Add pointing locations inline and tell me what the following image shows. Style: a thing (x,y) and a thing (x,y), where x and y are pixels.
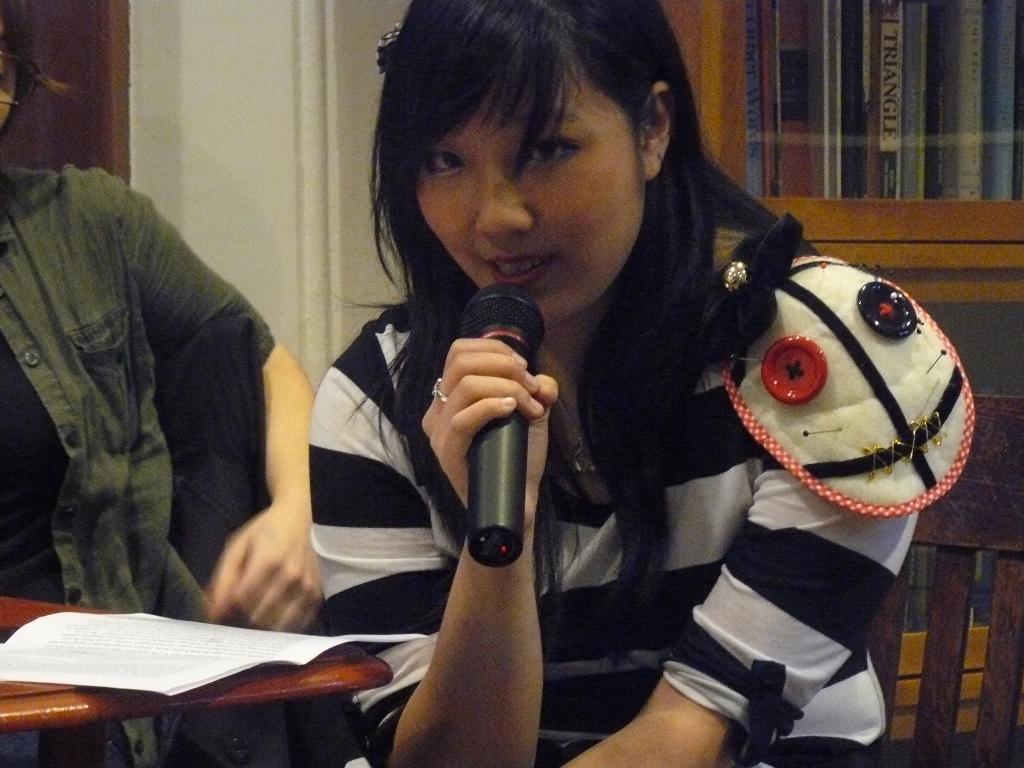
In this image I see a woman (400,331) who is sitting on a chair (893,671) and she is holding a mic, I can also see paper (171,630) over here and there is another person (95,228) near to her. In the background (775,9) I see the books (1017,13) in the rack (707,48) and the wall (175,201).
